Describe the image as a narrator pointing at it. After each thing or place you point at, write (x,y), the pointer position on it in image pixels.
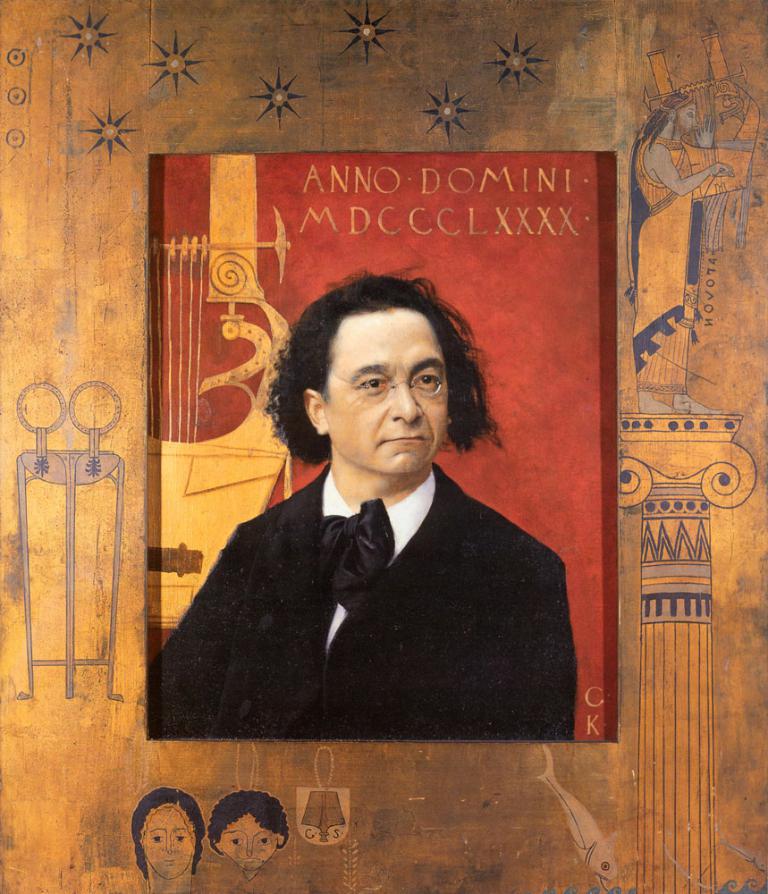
In this image we can see a box like object (528,354). On that we can see a person (388,444) wearing specs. Also there is a text (458,206). In the back (115,172) there are drawings (119,559) on an object (131,594).
